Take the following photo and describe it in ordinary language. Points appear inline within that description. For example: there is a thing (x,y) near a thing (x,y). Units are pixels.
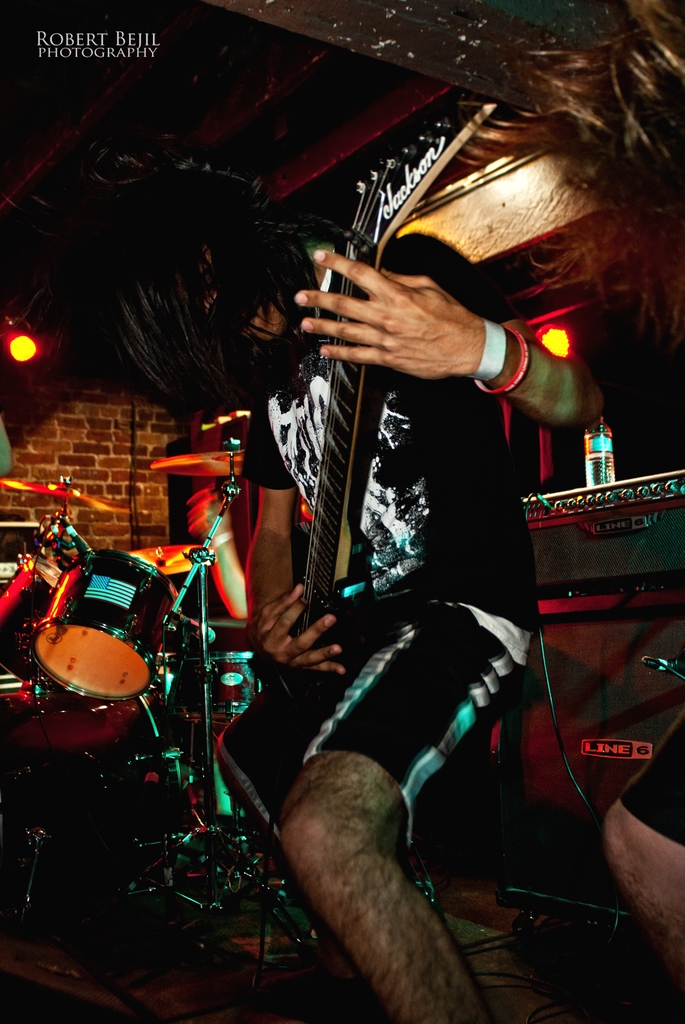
There is a man (394,508) with black t-shirt (395,514) is playing a guitar (313,520). Beside them there are drums (128,636). And we can see a brick wall (108,516) and a light (15,356).
